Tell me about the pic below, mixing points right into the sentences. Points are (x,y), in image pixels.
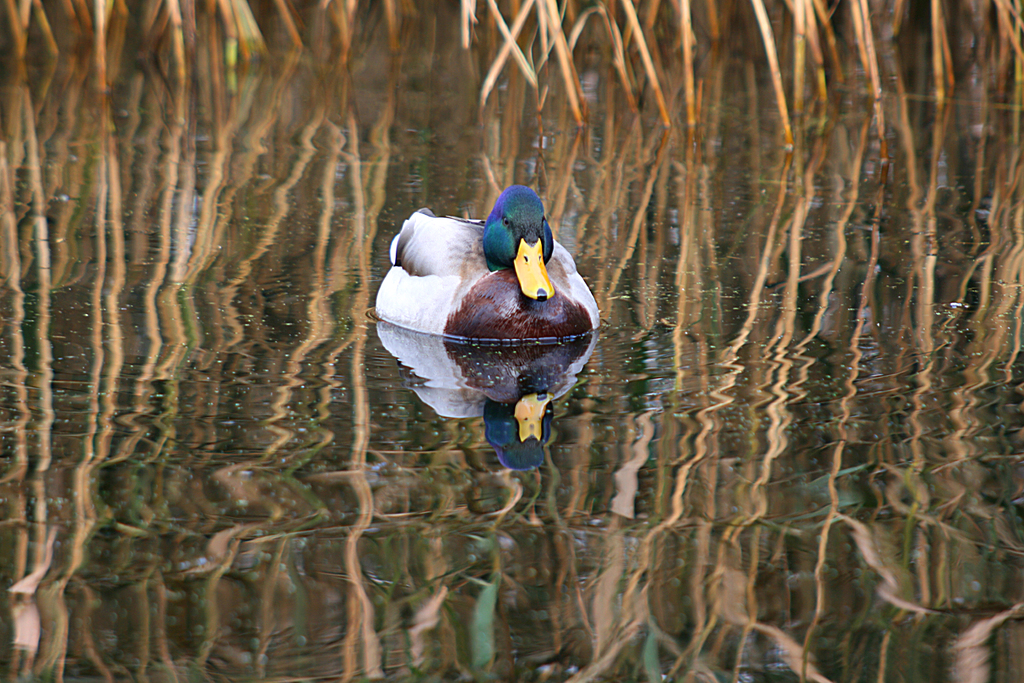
In this picture there is a duck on the water (617,351). At the bottom (584,459) i can see the duck (446,368) and plants (569,564) in the reflection (454,566).
